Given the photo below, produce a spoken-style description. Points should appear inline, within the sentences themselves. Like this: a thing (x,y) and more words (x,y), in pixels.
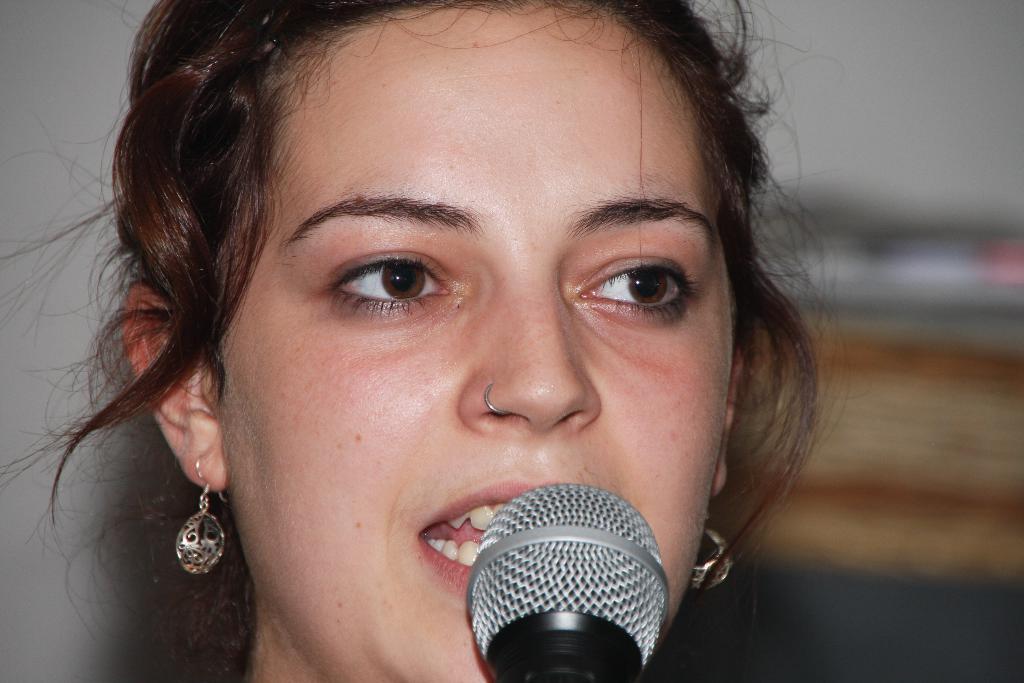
In this image I can see a person face (566,420) and I can see a mic (614,629). Background (934,223) is blurred.
